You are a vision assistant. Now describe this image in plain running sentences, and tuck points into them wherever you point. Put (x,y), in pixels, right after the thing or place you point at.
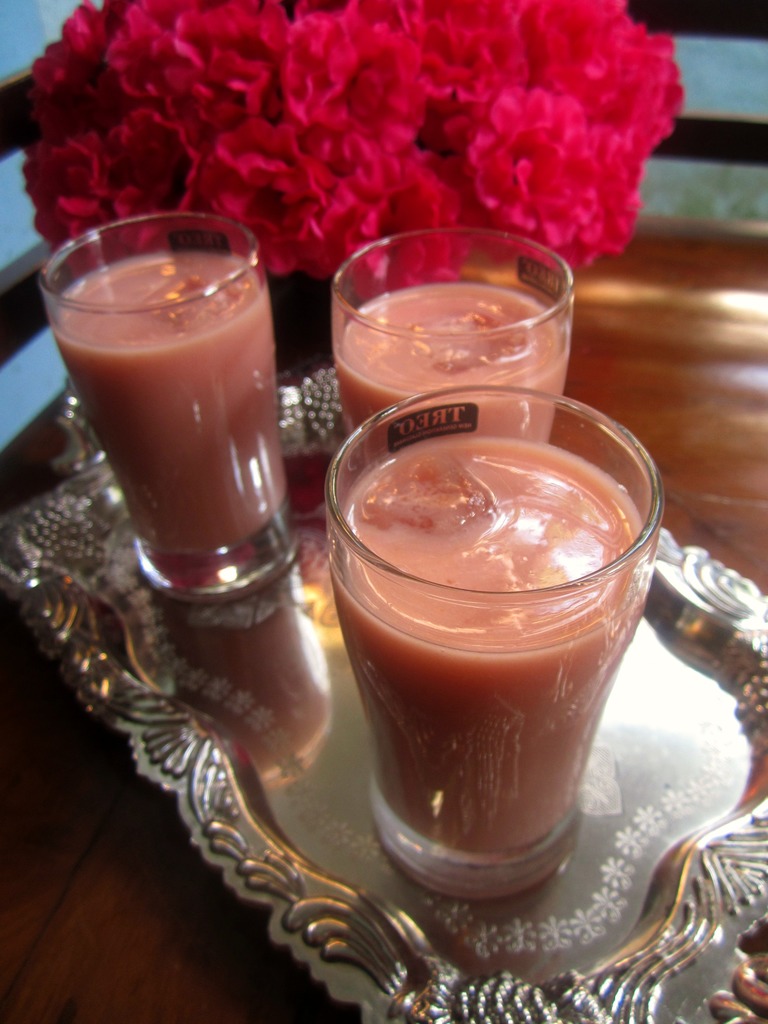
In this image I can see 3 glasses (370,592) on a steel tray (628,842). Here I can see flowers (433,138). These objects (453,310) are on a wooden surface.
